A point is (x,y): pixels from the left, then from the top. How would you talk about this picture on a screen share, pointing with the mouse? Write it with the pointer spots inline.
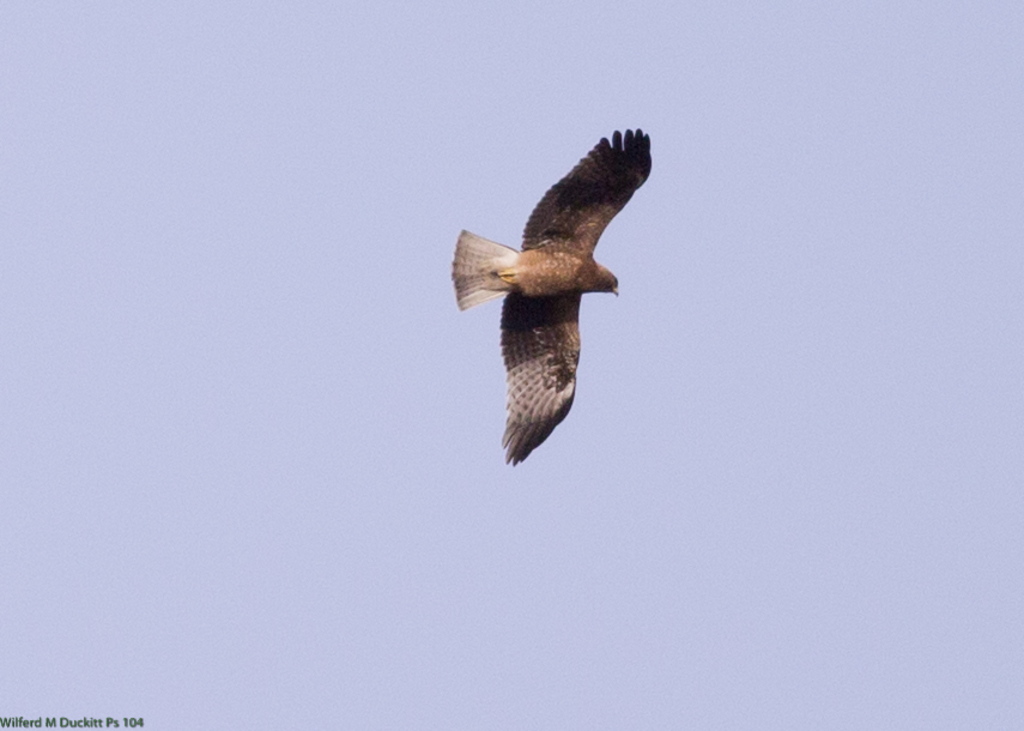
There is a bird (575,210) flying in the air (494,535). In the left bottom corner (28,720), there is a watermark (28,720). In the background (372,38), there is blue sky (804,117).
